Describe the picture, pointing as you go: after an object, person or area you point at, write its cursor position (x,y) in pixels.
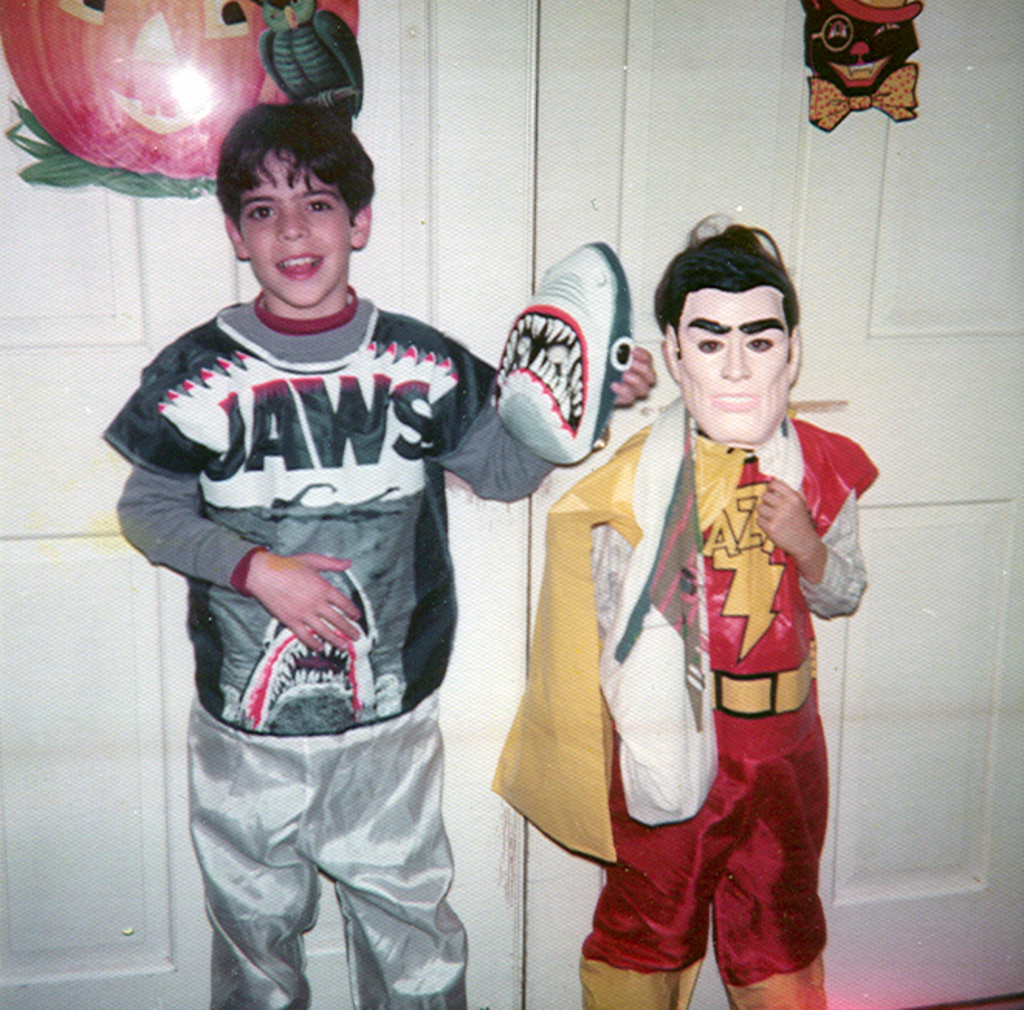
In this picture there are two persons (422,491) standing. On the left (196,371) there is a person (308,188) standing and smiling and he is holding the object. On the right side of the image (745,330) there is a person (800,880) standing and wearing a mask (738,443). At the back (687,229) there is a door (741,198) and there are stickers (128,62) on the door (1003,383).
